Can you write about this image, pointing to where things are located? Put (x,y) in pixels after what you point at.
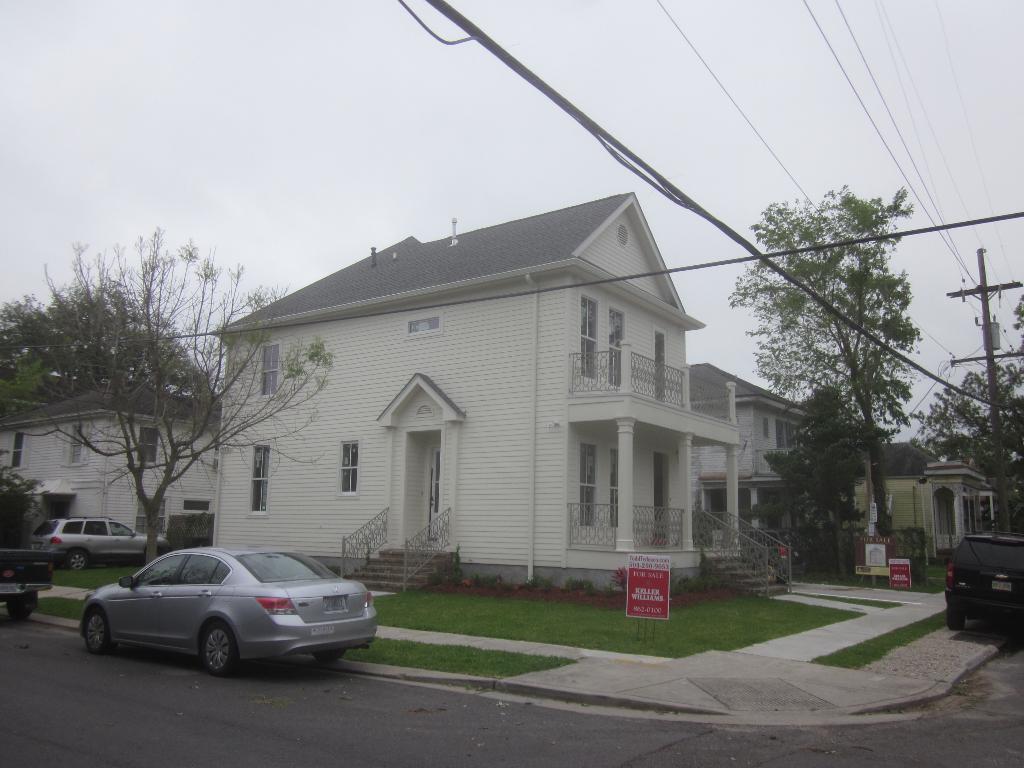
In this picture we can see few buildings (476,447), vehicles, grass (871,583) and sign boards (655,586), in the background (844,461) we can find few trees (857,385), cables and a pole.
